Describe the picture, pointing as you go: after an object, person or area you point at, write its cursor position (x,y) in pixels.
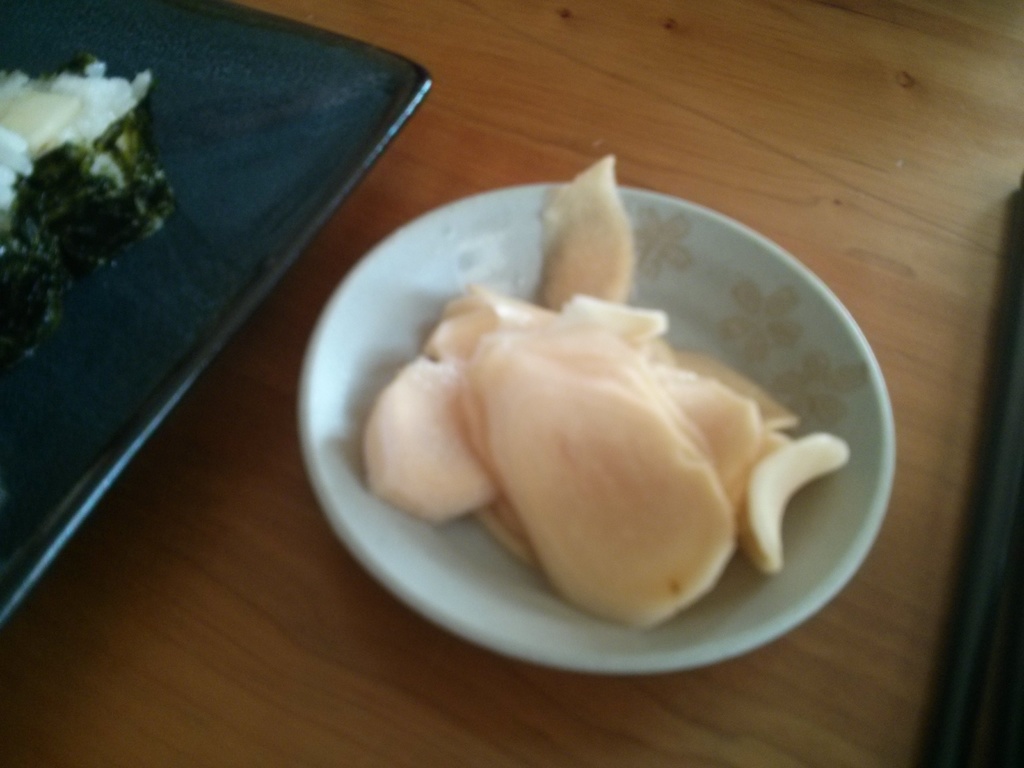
In this image there are food items (490,358) in a bowl (403,311) and on the plate (7,14), on the wooden board (256,375).
